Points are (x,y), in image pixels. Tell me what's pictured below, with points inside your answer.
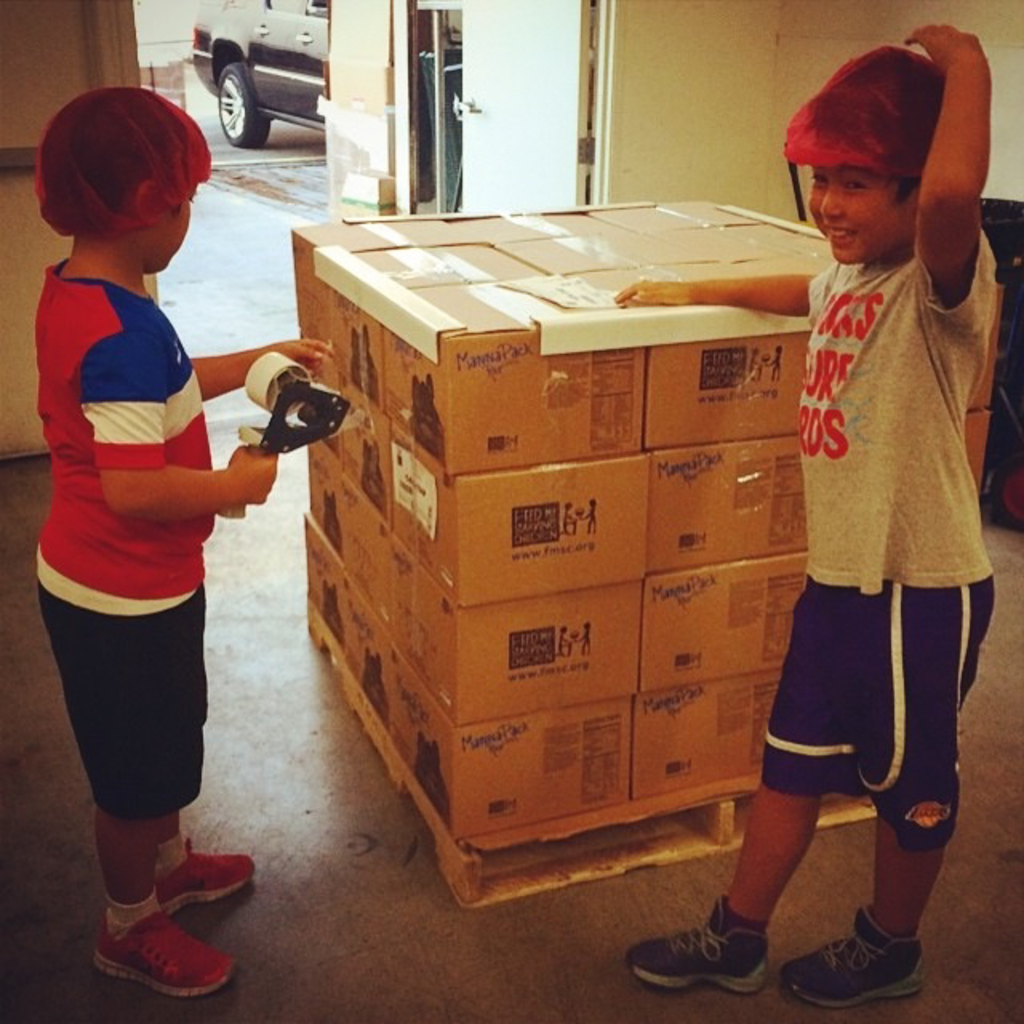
In this image there are two boys (819,798) standing near boxes (491,238), a boy (252,482) is holding a tape (259,375) in his hand (251,458), in the background (779,97) there is a wall (753,140), for that wall (763,129) there is a door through that door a car (204,85) is visible.
